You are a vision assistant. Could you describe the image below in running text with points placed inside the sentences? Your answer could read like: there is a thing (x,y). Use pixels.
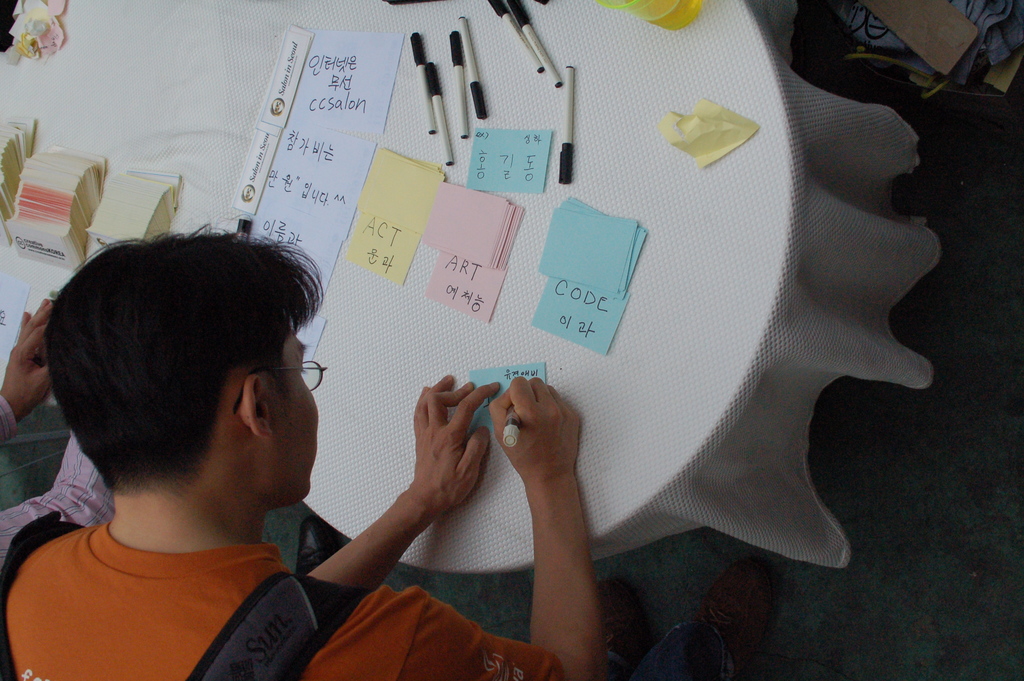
In this image there is a table (509,268) and we can see papers (386,194), pens (427,74) and a glass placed on the table (677,77). There is a person (111,579) standing and writing on the paper (482,411) which is placed on the table (612,454).
